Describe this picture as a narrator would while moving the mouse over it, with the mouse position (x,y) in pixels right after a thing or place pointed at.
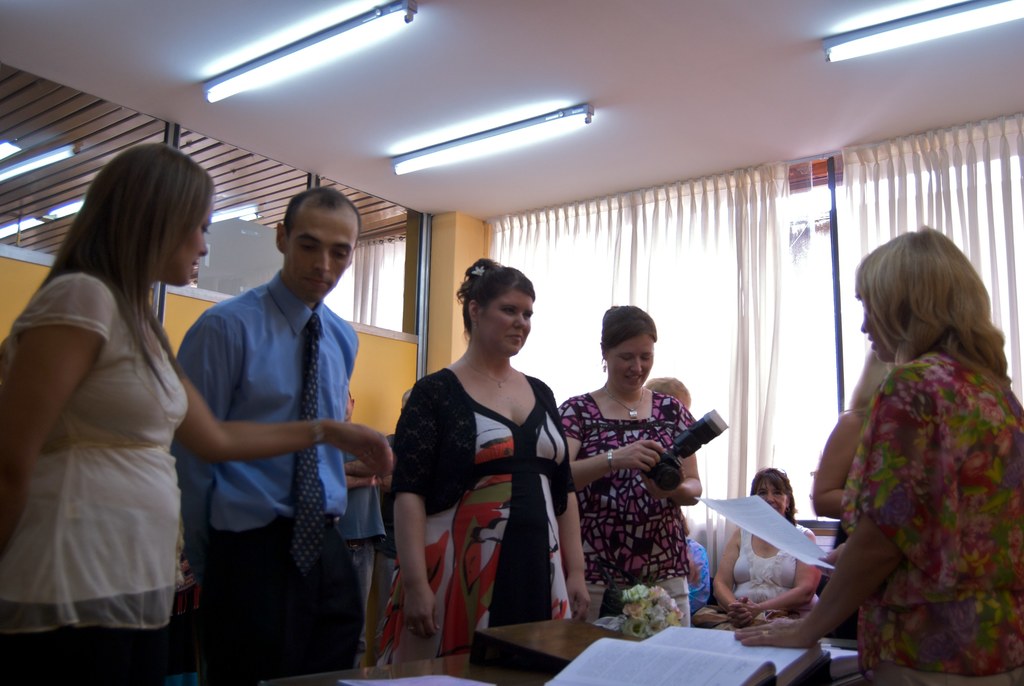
Here we can see few persons (837,553) and she is holding a camera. This is a table (407,663). On the table (394,677) there are books (716,645) and a flower vase (663,610). She is holding a paper (792,536) with her hands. In the background (654,247) we can see curtains (662,262), glasses (379,253), and lights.
